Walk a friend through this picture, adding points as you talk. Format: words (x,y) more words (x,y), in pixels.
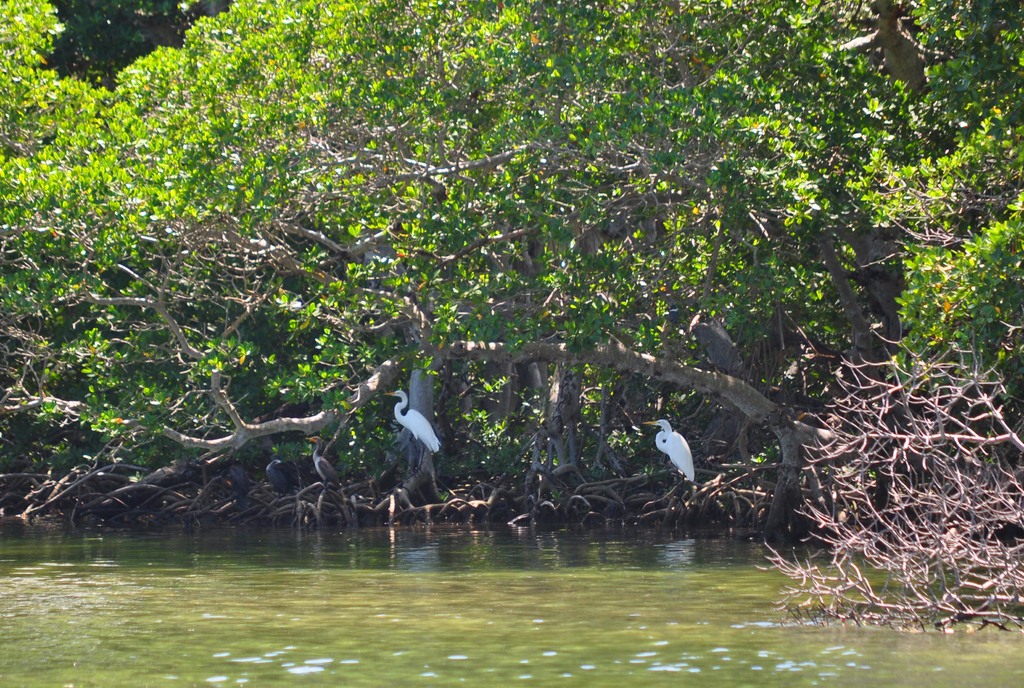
There are birds (689,449), some of them are in white color, on the branches (251,435) of a tree (259,311), near the water (860,641). On the right side (972,513), there are dry branches (939,508) of a tree (975,531). In the background (929,44), there are trees (269,69).
